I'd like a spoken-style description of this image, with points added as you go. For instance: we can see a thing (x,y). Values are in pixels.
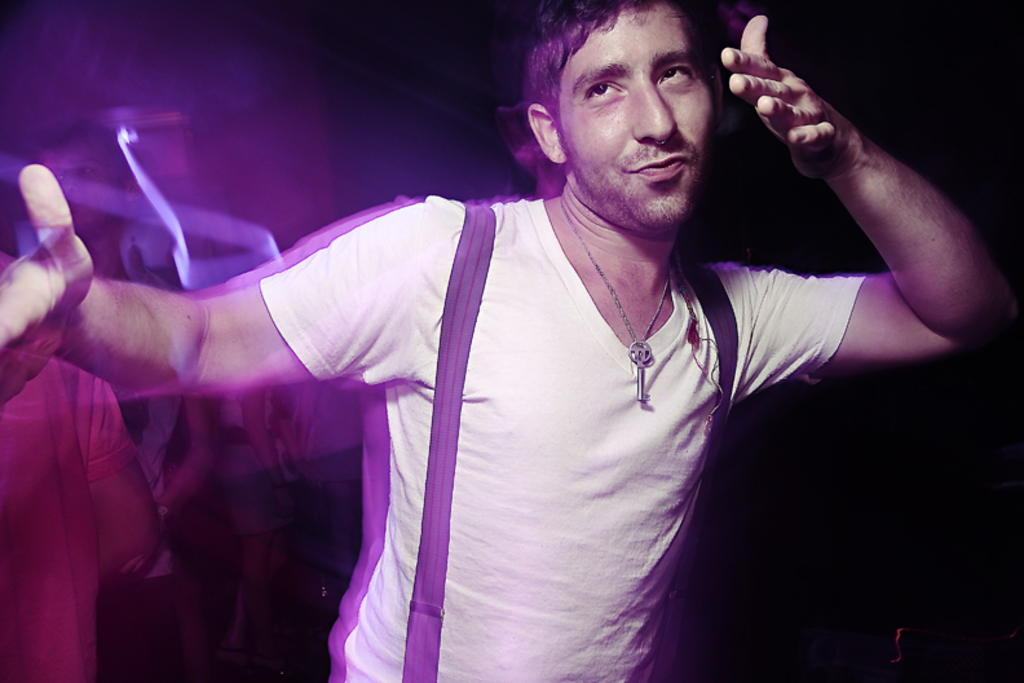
In the picture I can see a person (566,463) wearing white T-shirt (596,463) is dancing and there are few other persons (192,397) in the left corner (59,495).
